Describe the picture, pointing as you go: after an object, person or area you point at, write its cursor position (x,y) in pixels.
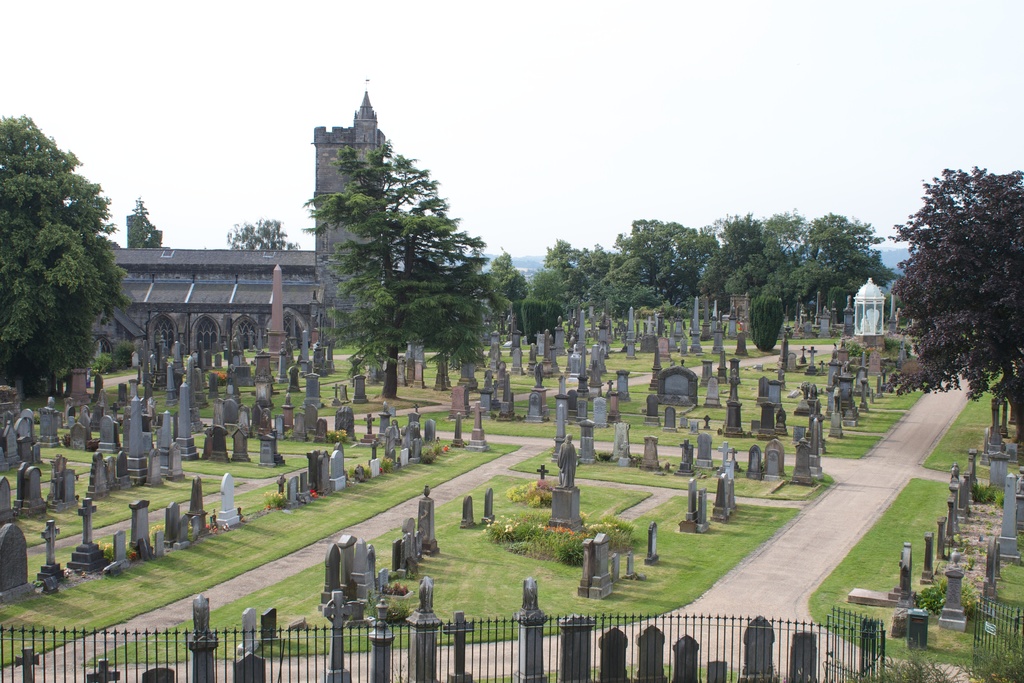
In this image we can see a few gravestones (338,459) and statues (565,445), there are some trees (331,209), grass (1,619), plants (569,547), fence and a building (253,269), in the background (524,146), we can see the sky (651,23).
